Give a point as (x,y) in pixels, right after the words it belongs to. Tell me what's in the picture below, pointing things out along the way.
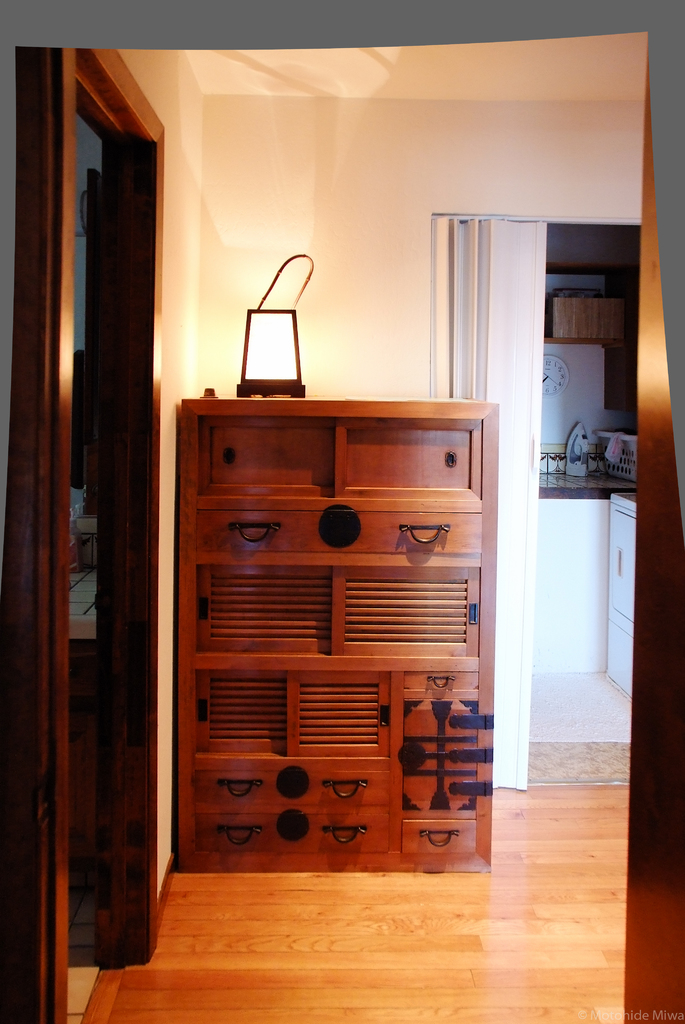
In this picture we can see an object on a wooden cupboard (255,458). We can see a clock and some wooden objects (612,386) on the wall (580,396). We can see a few objects (576,454) on a platform (584,479). There is a white object (632,525) visible in the background (632,541).
